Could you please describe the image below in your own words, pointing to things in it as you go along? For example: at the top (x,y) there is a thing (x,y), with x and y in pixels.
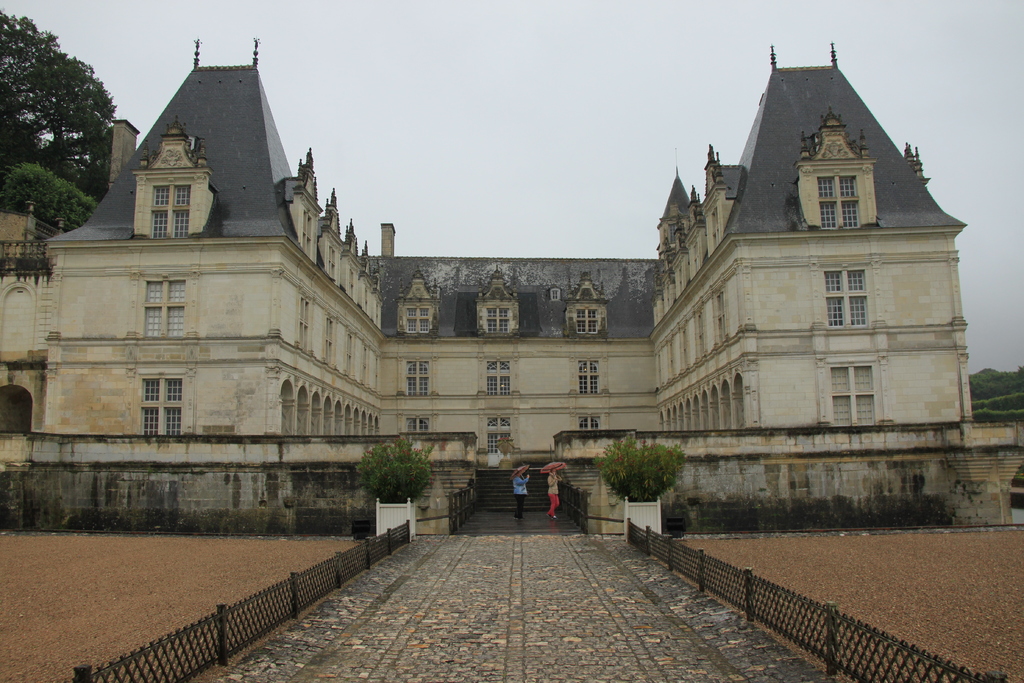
In the center of the image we can see two people (555,510) standing holding the umbrellas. We can also see a building (454,476) with windows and stairs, some plants (374,473), trees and a pathway (375,589) with a fence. On the backside (331,182) we can see the sky (331,182) which looks cloudy.
